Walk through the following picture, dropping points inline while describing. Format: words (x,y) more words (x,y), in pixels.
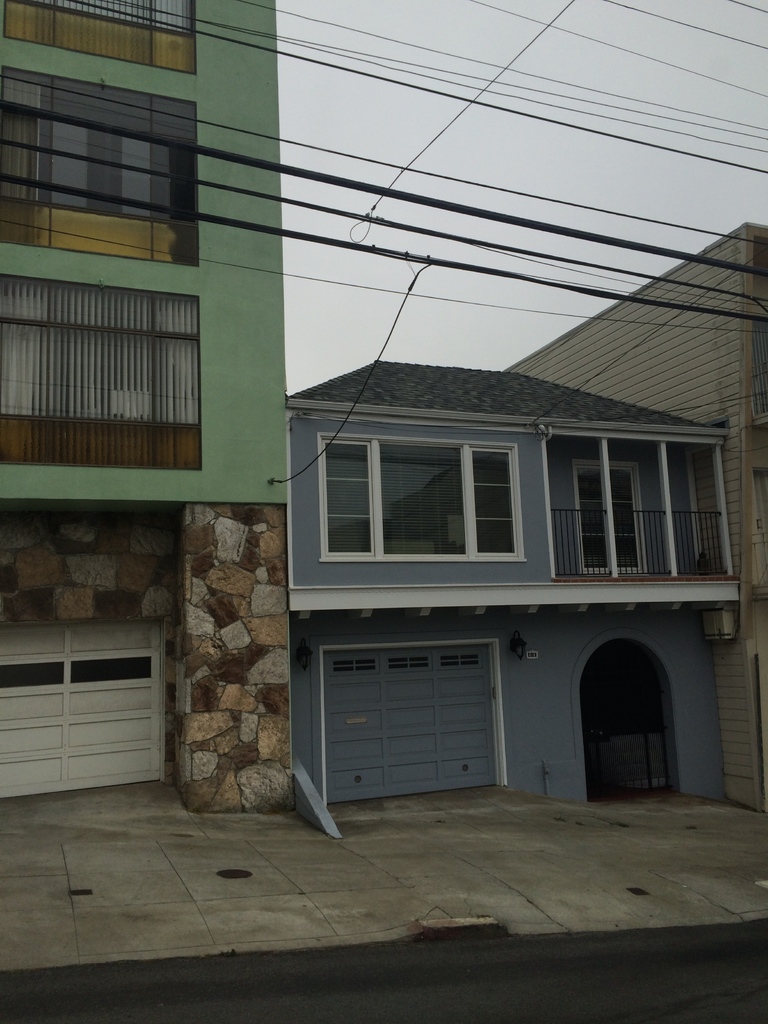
This image consists of buildings (504,598) along with windows (82,445). At the bottom (48,699), we can see the gates (428,663). At the top (423,267), there are wires (454,300). And we can see the sky (541,140).
